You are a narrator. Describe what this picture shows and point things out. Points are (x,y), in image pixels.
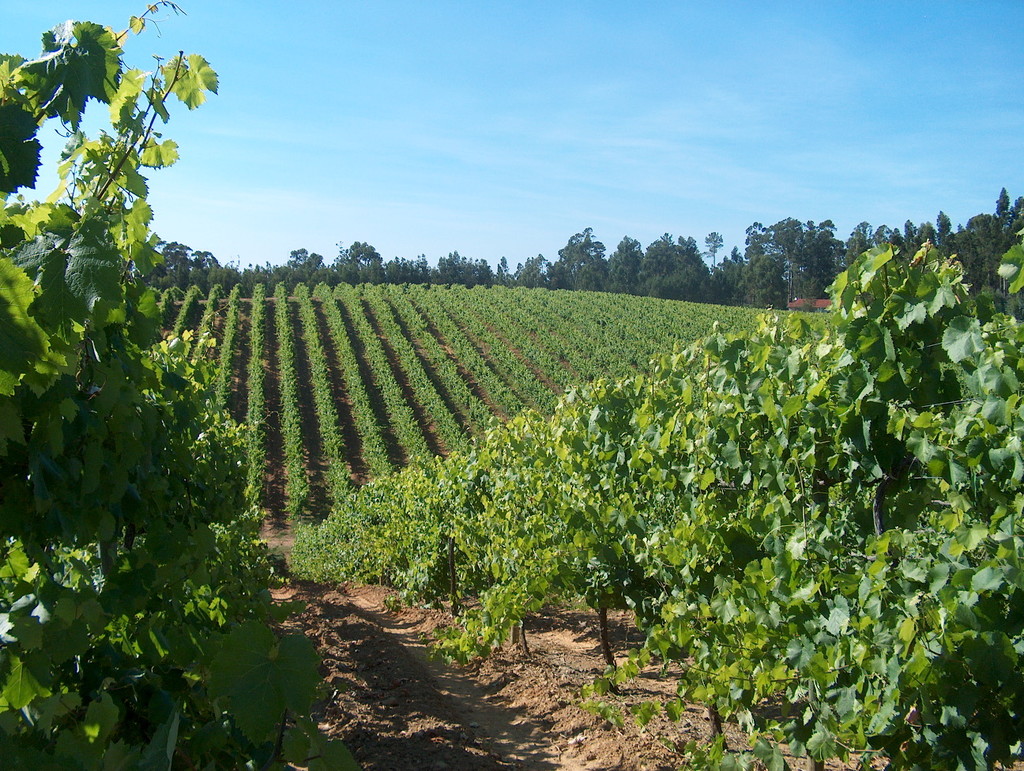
In this picture there is greenery (641,257) in the image and there is a path (373,683) at the bottom side of the image (413,659).
